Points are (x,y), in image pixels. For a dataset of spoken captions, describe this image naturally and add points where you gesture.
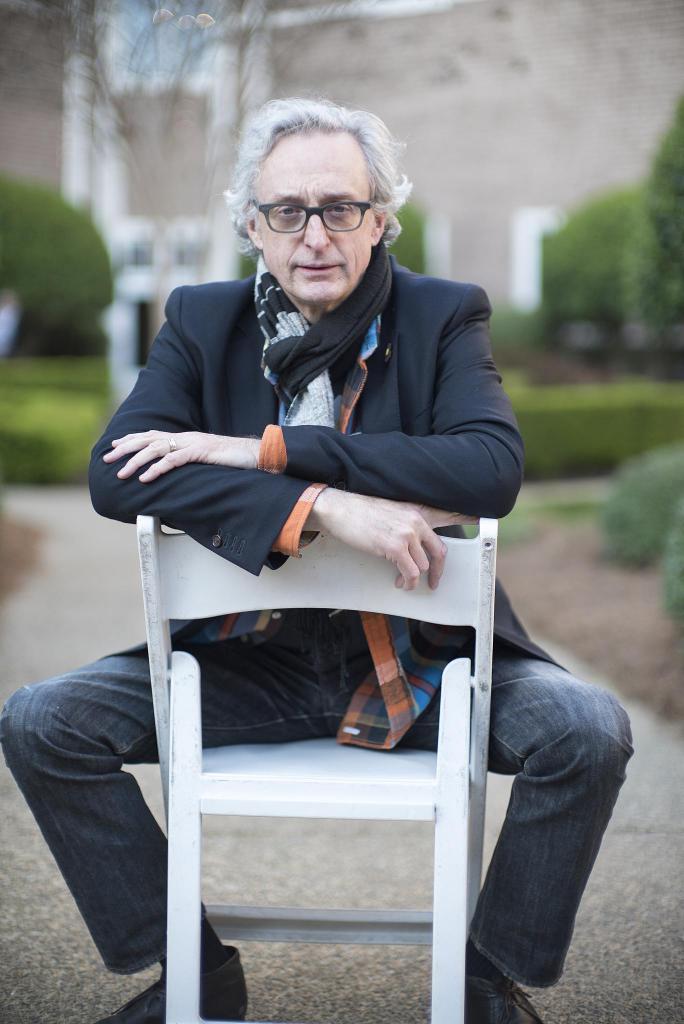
The person (312,388) wearing suit (374,403) is sitting in a white chair (242,590) and in background (10,226) there are trees (91,282).
